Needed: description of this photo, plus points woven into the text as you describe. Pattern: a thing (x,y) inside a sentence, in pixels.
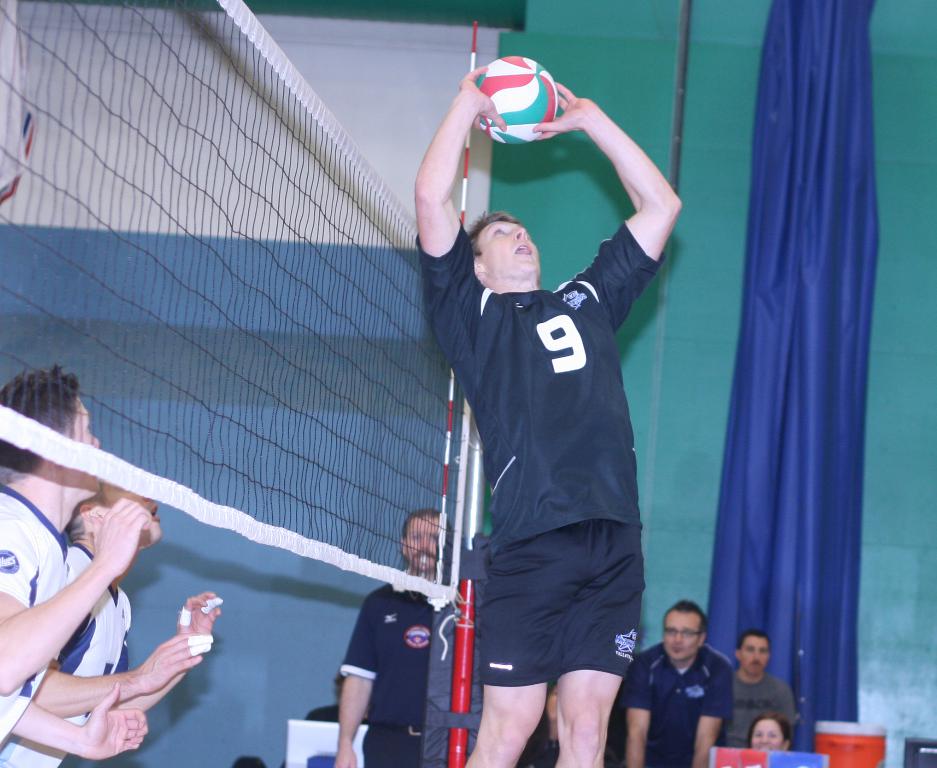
This image is taken indoors. In the background (670,139) there is a wall (593,193) and there is a curtain (808,360). A few people (692,690) are standing on the floor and there are a few things (840,736). In the middle of the image (313,321) there is a net (274,357) and three men (529,481) are playing volleyball with a ball (512,94) and a man (386,674) is standing on the floor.
